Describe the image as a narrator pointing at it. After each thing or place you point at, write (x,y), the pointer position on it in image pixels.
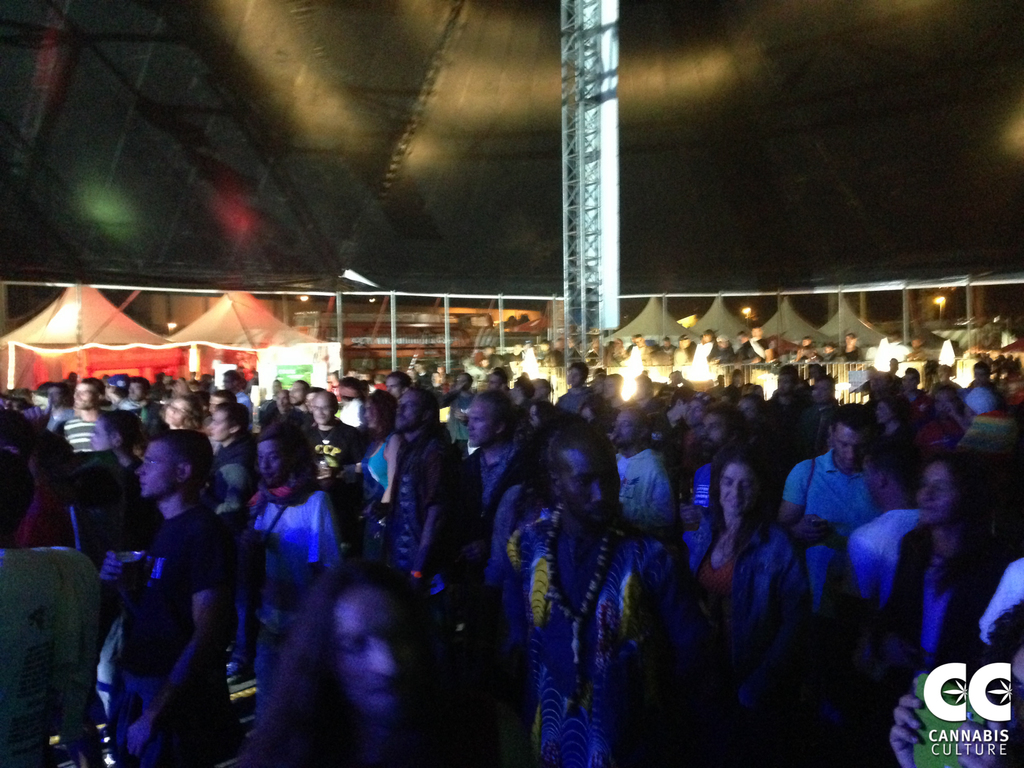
In this picture there are people (333,431). In the background of the image (177,323) we can see tents (851,314), lights (697,346), rods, tower (569,358) and fence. In the bottom right side of the image (981,697) we can see logo (948,705) and text (977,741).
